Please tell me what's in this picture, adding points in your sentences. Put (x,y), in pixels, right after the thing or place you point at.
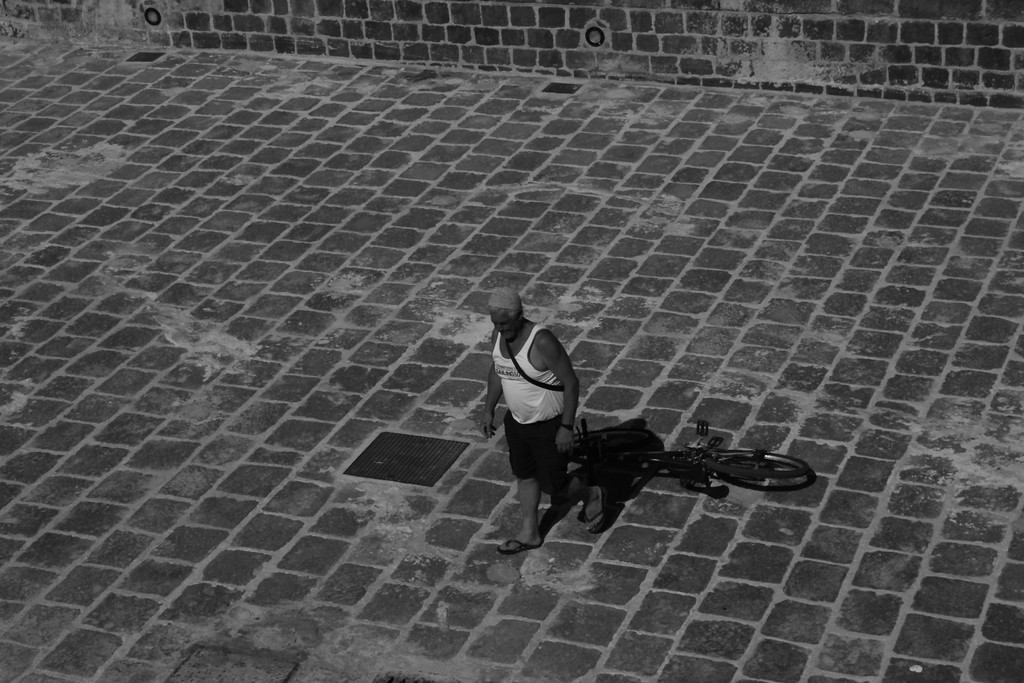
In this image in the center (546,385) there is one person (541,466) and beside him there is cycle (692,476). At the bottom (569,618) there is walkway (293,180), and in the background (965,42) there is wall (547,38).
